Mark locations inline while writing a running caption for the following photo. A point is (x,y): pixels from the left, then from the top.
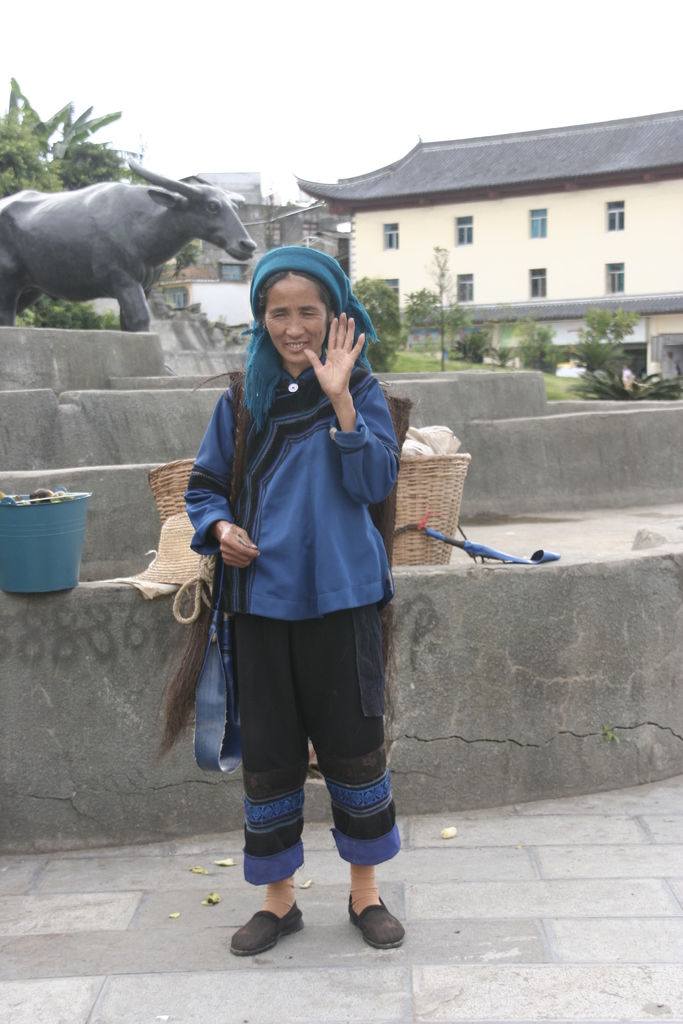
In the center of the image (315,406), we can see a lady (226,563) wearing a scarf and a bag (211,632) and standing on the road (330,906). In the background (86,253), there is a statue (86,243) and we can see buildings (522,256), trees (69,126), stairs (610,500), a basket (417,485) and some other objects (27,506). At the top (258,5), there is sky (66,58).
